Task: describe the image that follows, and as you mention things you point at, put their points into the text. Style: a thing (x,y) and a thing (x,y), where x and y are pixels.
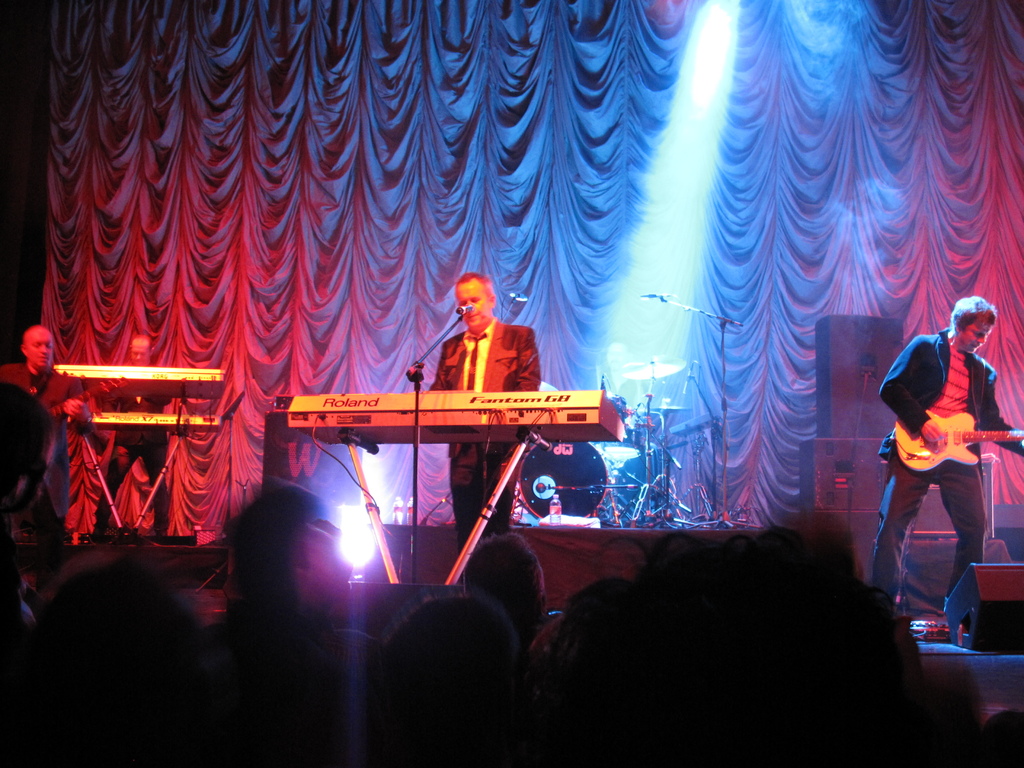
In this image we can see some people (338,705) are standing in front of the stage (150,534), some objects (122,534) are on the surface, one big curtain (622,95), some people (504,372) are standing on a stage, playing musical instruments (946,420) and singing.
